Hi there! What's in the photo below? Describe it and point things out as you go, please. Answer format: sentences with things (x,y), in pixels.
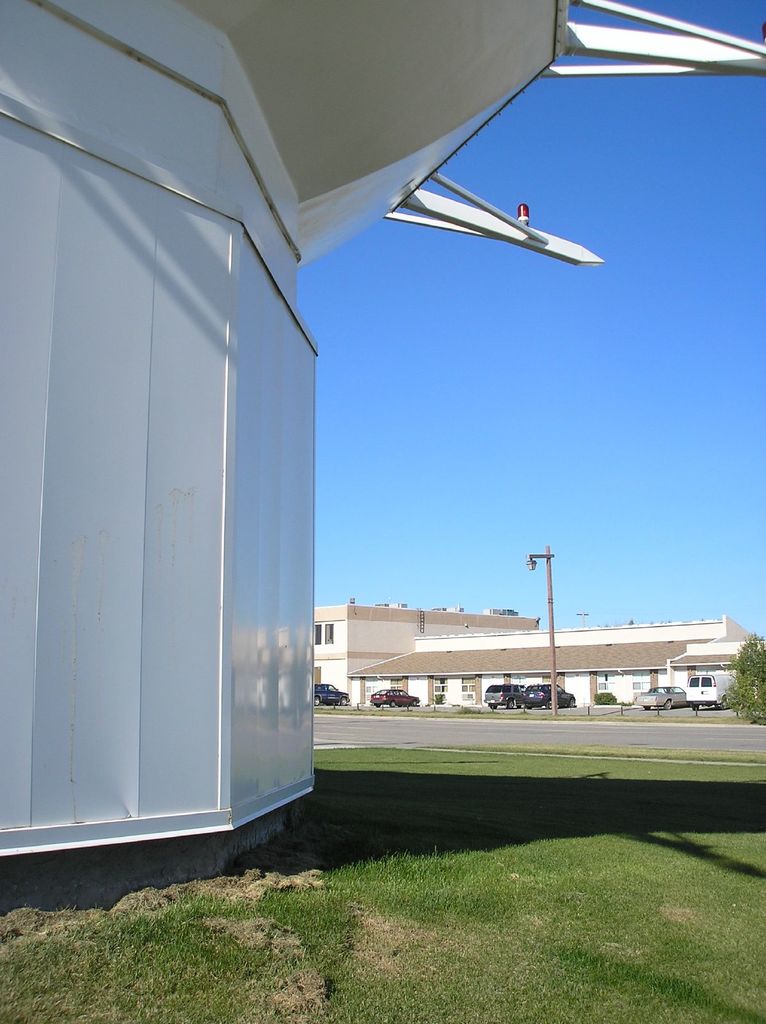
In this picture we can see grass (390,867) and few buildings (311,541), in the background (402,693) we can find few vehicles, pole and a tree (765,654).
